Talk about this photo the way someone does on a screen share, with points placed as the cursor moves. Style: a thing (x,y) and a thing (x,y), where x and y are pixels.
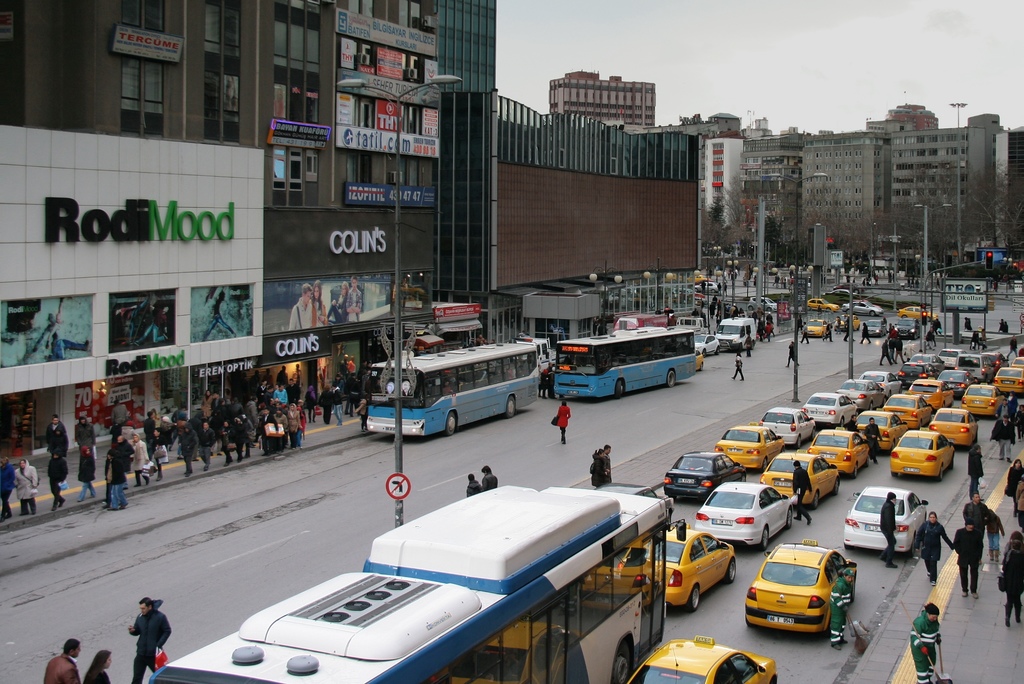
In this image, I can see three buses (508,358) and cars (775,472) on the road (857,552). There are groups of people (959,555) walking. These are the buildings (738,166) with windows (949,181). I can see name boards (346,122) attached to the building (331,258). I can see the street light (414,94). This is the signboard (406,492) attached to the pole (401,453). I can see the trees (793,232).
